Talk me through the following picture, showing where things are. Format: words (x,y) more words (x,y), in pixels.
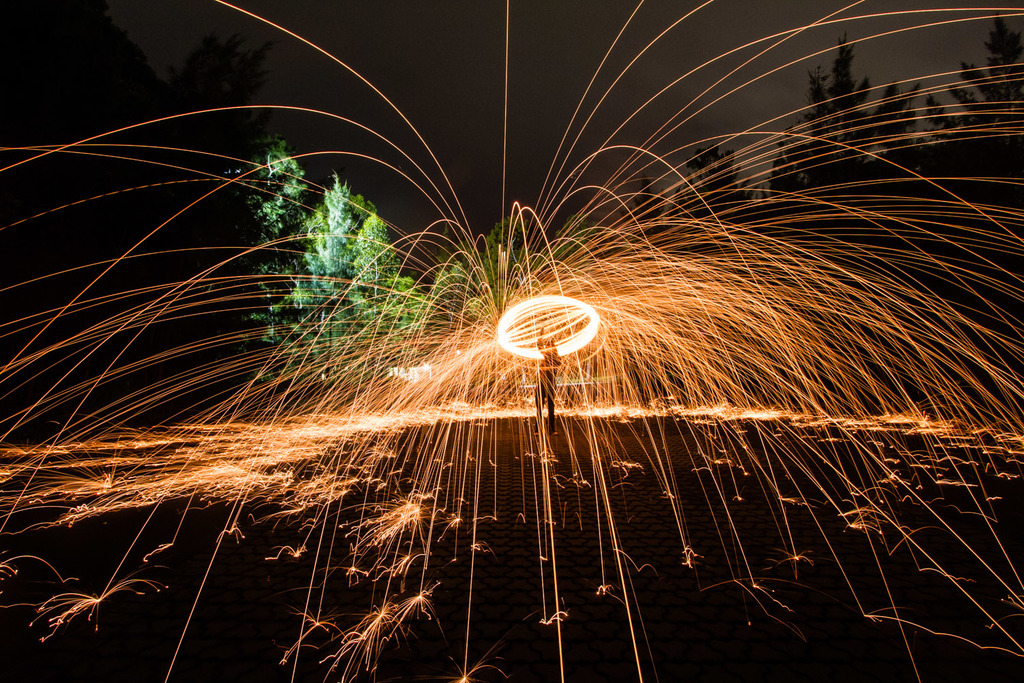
In this image we can see, in the middle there is a person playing with fire (620,272) and the background (464,82) is the sky (597,83).
